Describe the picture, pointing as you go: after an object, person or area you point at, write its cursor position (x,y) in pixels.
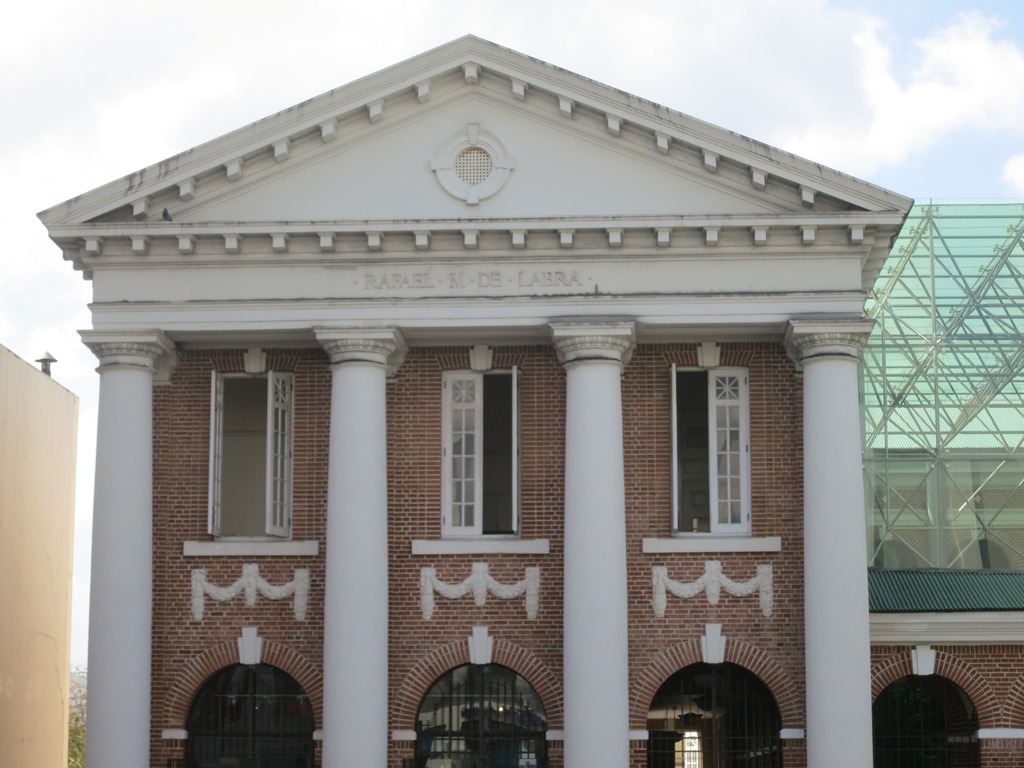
In this image we can see a building (435,471) with windows (489,495), pillars (581,683), doors (752,695) and arches (785,680). At the top (581,22) there is sky (591,28) with clouds (773,53).
